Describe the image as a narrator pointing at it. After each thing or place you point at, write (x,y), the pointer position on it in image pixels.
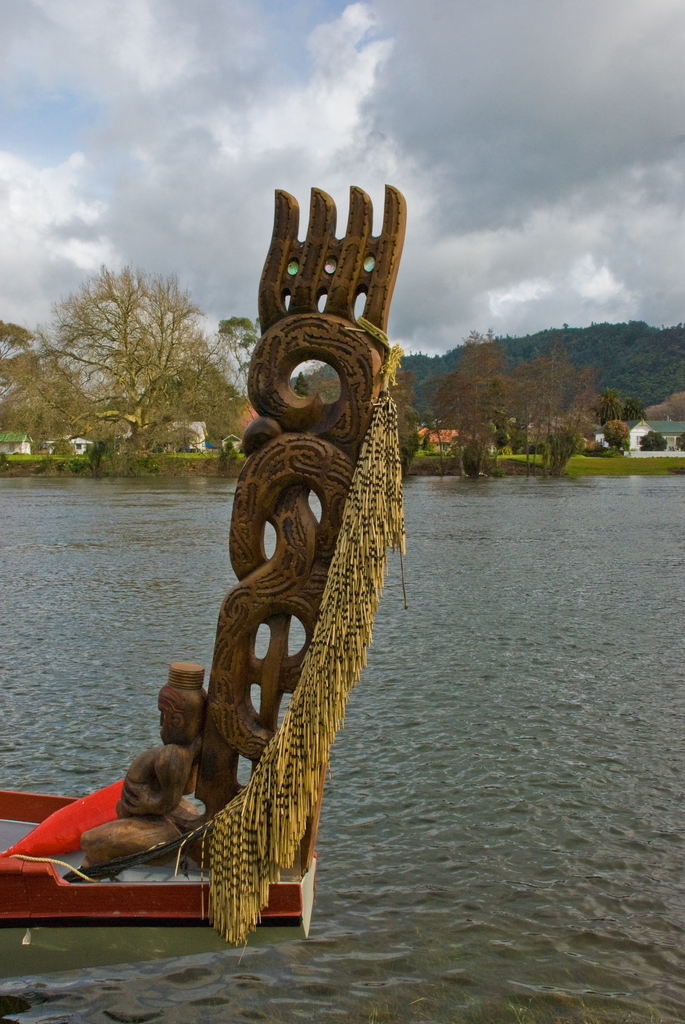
Here I can see the water (502,880), which is looking like a sea (488,602). On the left side (115,841), I can see sculpture (276,522) made up of wood (247,507) and it is placed in the boat (156,891). In the background (531,383) there are some trees (494,416) and buildings (651,425). On the top of the image (329,100) I can see the sky (79,127) and clouds (319,101).
